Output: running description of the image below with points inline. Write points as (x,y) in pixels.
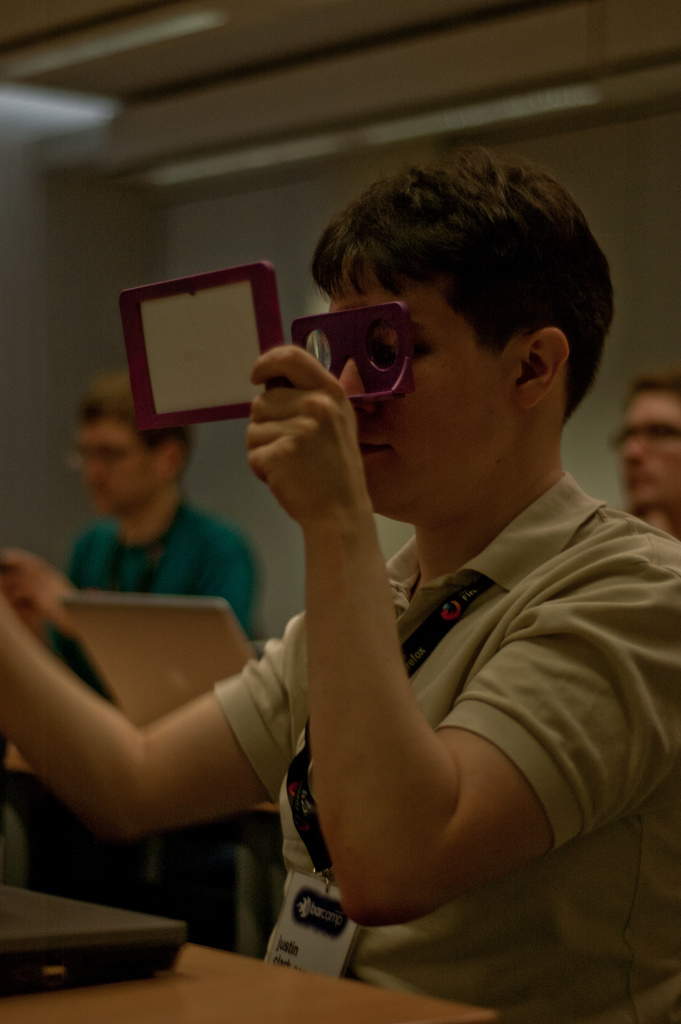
In this picture we can see a man (442,348) wearing an id card (297,950) and holding an object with his hand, laptops (201,641) tables (398,1000) and in the background (93,424) we can see two people (667,509) and the wall (286,570).
